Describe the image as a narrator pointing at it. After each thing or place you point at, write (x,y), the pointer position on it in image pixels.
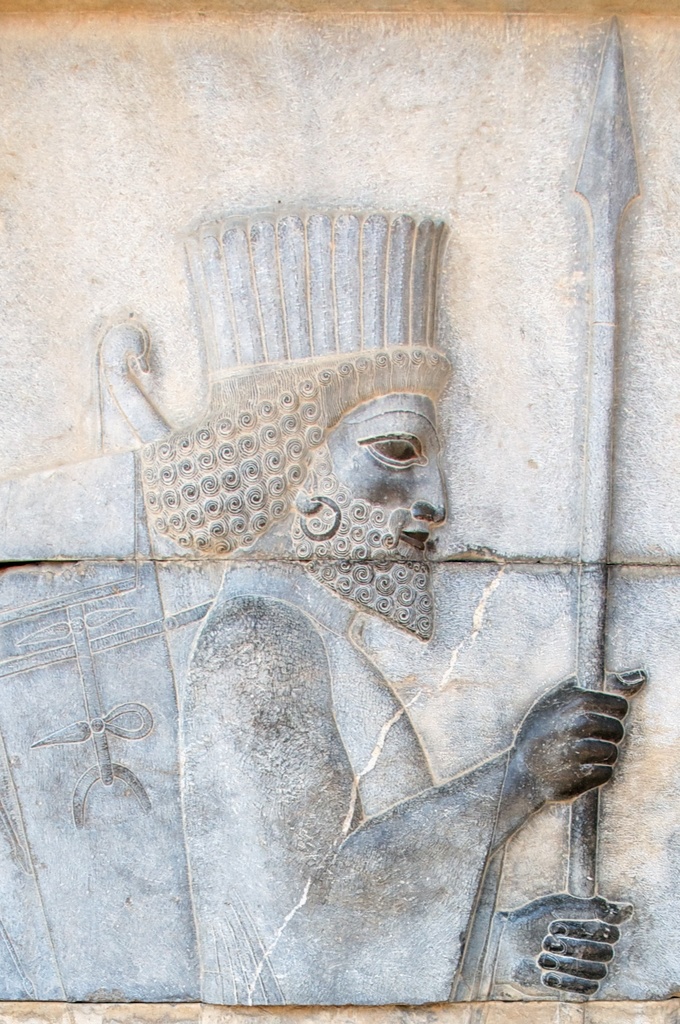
We can see carving (303,612) on the wall (238,118).
